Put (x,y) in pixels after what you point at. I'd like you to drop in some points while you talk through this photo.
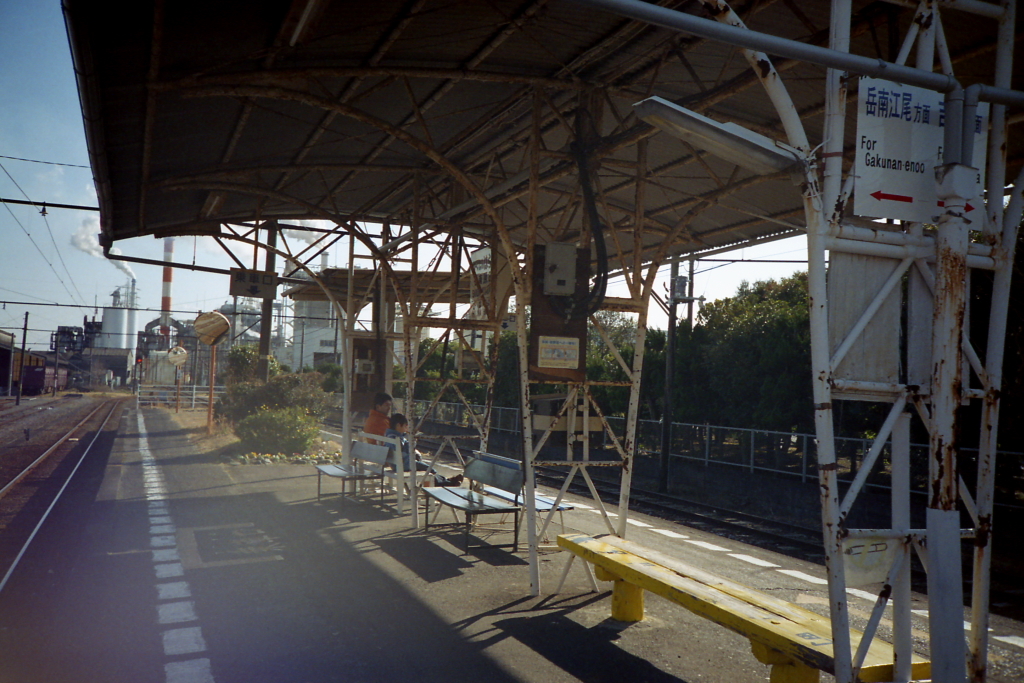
On the left side of the image (63,467) we can see a railway track (17,518) and there is a stand (523,418). We can see benches (603,571). There are people (377,432) sitting. There are trees (695,396). In the background (131,348) there are chimneys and we can see smoke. At the top (23,62) there is sky (60,41) and we can see wires (89,306). There are buildings (333,352).
